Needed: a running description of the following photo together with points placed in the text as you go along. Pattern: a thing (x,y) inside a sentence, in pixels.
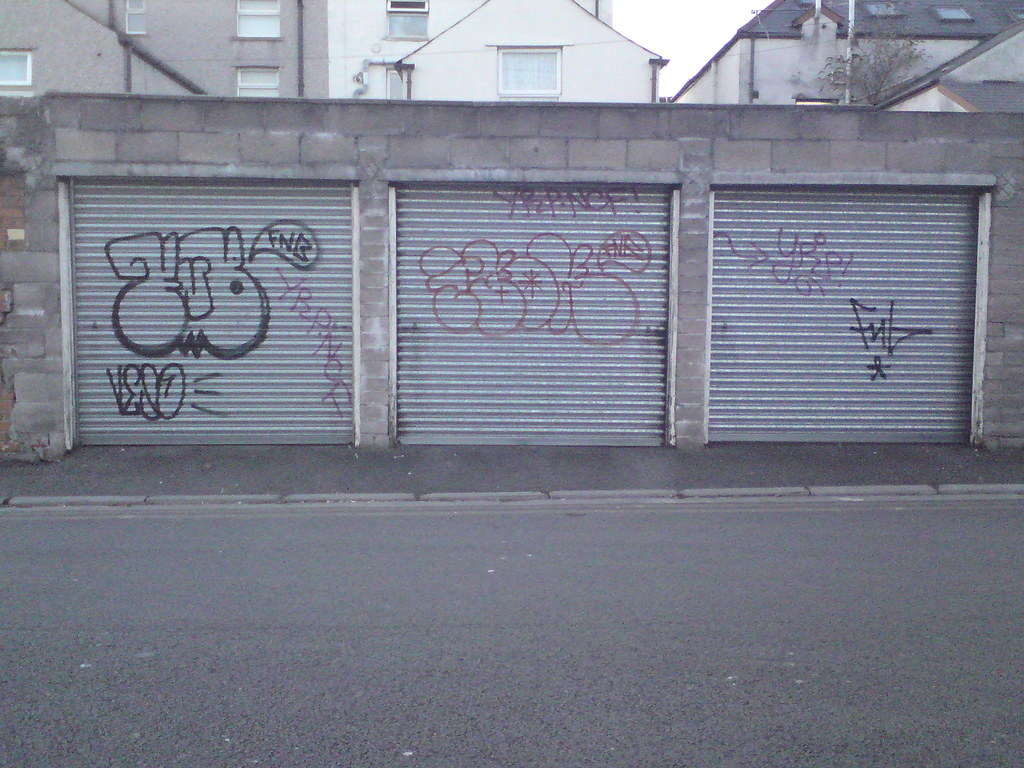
In this picture we can see a few shutters (152,444). There is a road (810,597). We can see few buildings (761,36) in the background (989,59). There is a plant (891,60) and a rod (850,34) on the right side (847,79).
